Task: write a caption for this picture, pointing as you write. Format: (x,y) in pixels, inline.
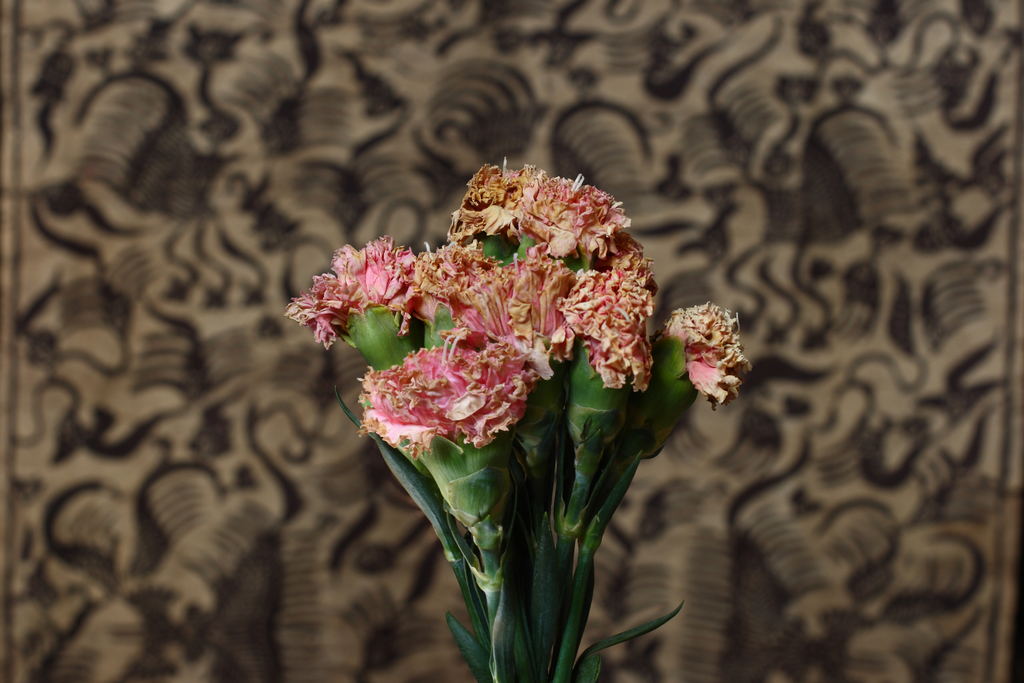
In this image I can see there are flowers (571,411). And there is a wall (648,668) with a design (445,569).
